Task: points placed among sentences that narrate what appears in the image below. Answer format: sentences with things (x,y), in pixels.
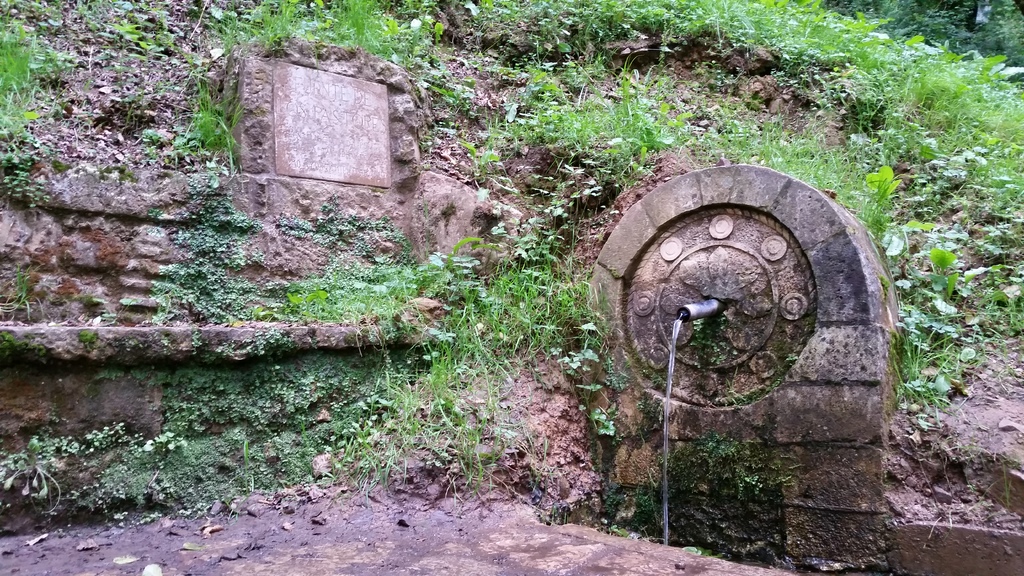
In this image I can see the water (667,434) coming from an object (694,314). In the background (428,389) I can see the grass (496,152) and plants (936,128).
